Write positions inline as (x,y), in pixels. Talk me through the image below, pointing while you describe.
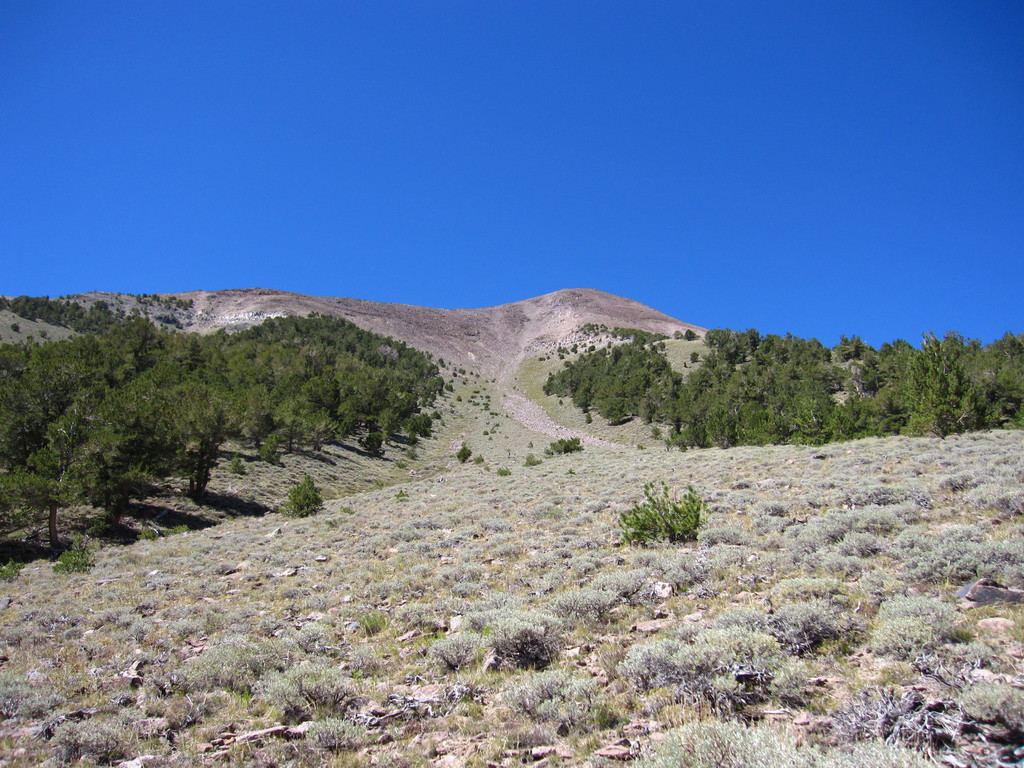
This image is clicked outside. At the bottom (309,536), there are small plants (399,536) and grass (485,536) on the ground (420,494). In the middle (589,324), there are trees (72,437). At the top (481,120), there is sky (439,137) in blue color.
